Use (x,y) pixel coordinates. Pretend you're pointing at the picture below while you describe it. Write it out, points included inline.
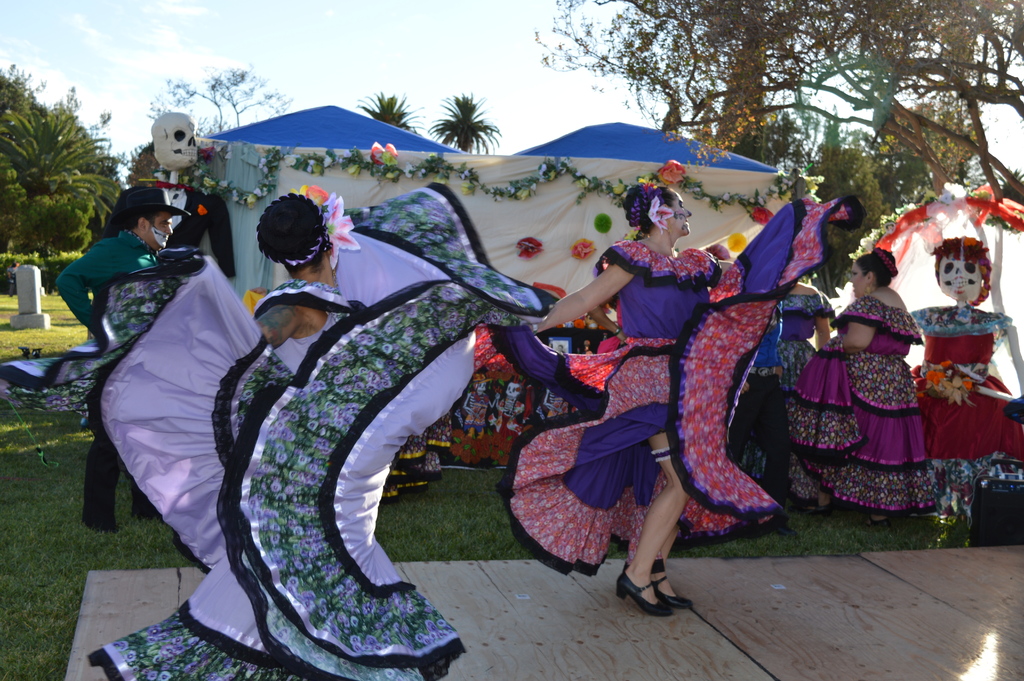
In this image we can see people (243,368) wearing costumes (296,642). At the bottom of the image (596,643) there is wooden floor (660,640), grass (59,616). In the background of the image (50,163) there are trees (38,162) and sky (387,82).
